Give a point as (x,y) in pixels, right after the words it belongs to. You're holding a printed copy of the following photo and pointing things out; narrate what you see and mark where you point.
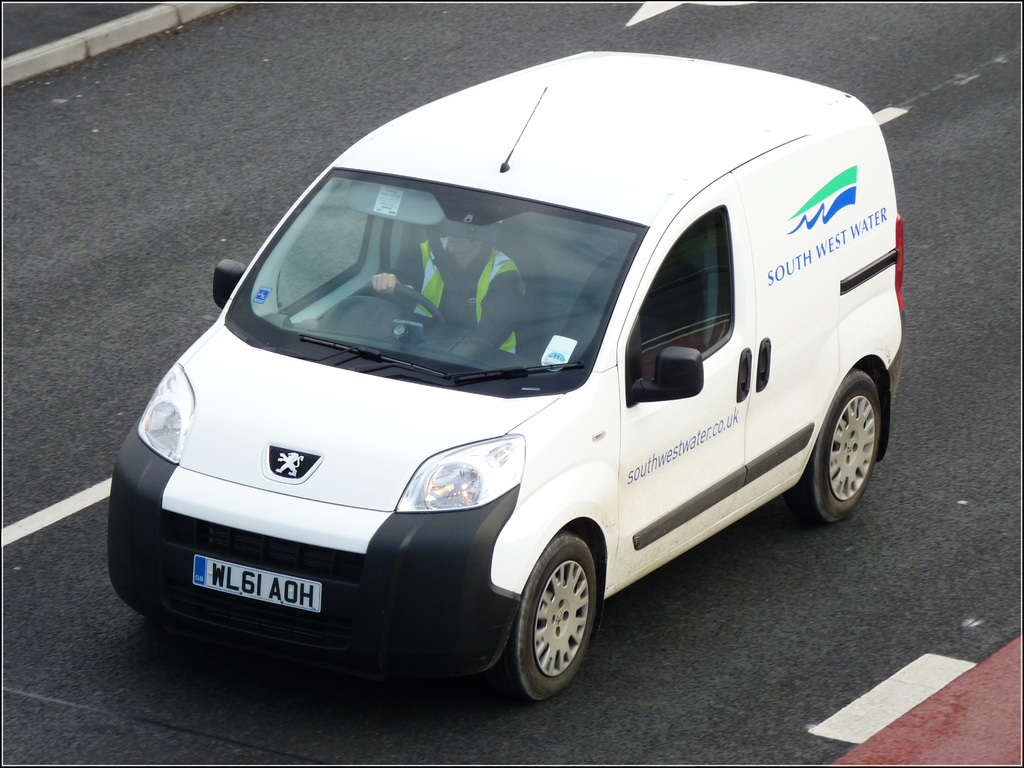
In this image there is a car (297,220) on a road (200,316).
